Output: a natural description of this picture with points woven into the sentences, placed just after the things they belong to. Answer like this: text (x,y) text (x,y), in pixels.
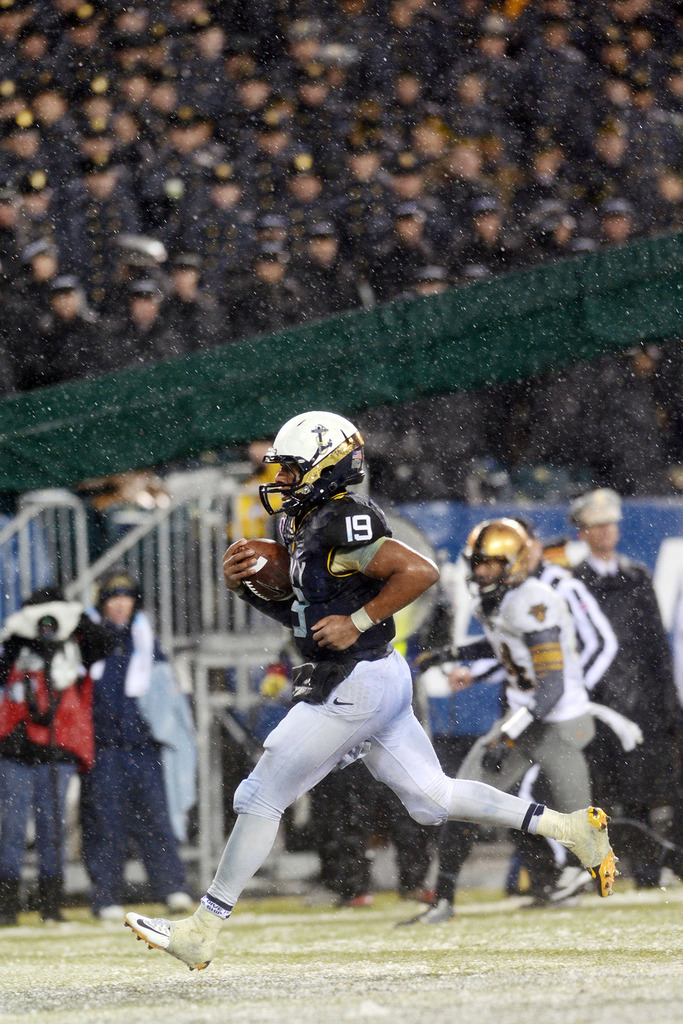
In this image I can see the group of people (342,843) are on the ground (506,926). These people (427,902) are wearing the different color dresses (367,635) and I can see few people (353,511) with the helmets (361,437). One person (290,570) is holding the ball (266,573). In the background (176,615) I can see the railing (209,589) and many people (278,274) but it is blurry.
